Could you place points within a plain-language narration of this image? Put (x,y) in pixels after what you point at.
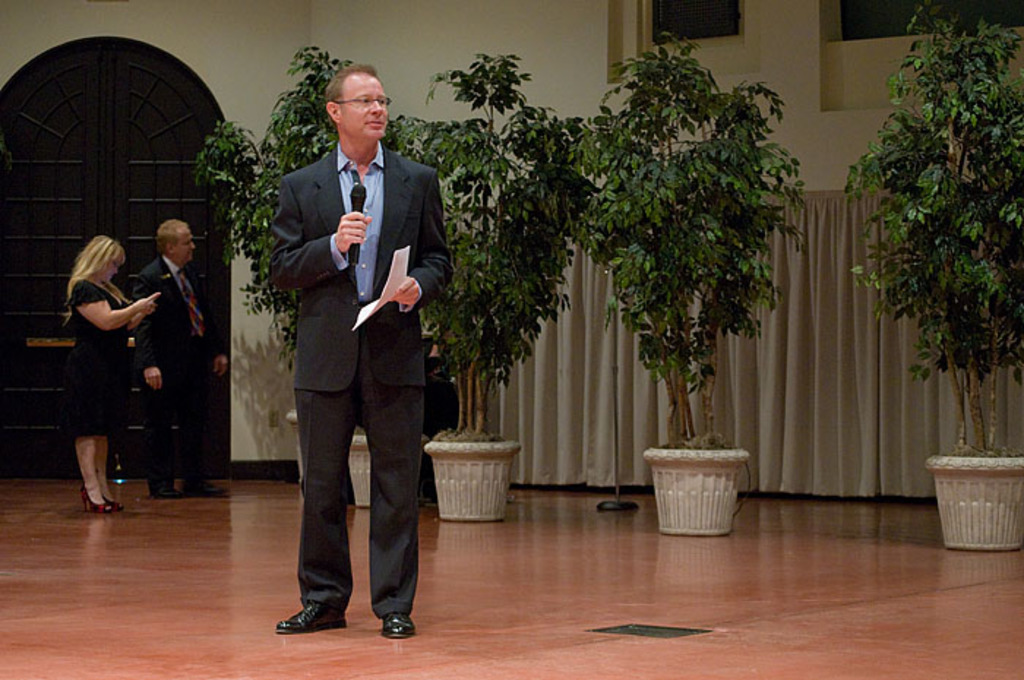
This picture seems to be clicked inside the hall (569,92). On the left (335,114) we can see a person (338,143) wearing suit (330,211), holding a microphone (364,214) and some objects (386,297) and standing on the floor (355,588) and we can see the two persons (162,300) standing on the floor (172,542). In the background (240,25) we can see the wall (222,30), house plants (571,131), windows (876,13), doors (99,198) and some other objects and we can see the curtains (739,433).
